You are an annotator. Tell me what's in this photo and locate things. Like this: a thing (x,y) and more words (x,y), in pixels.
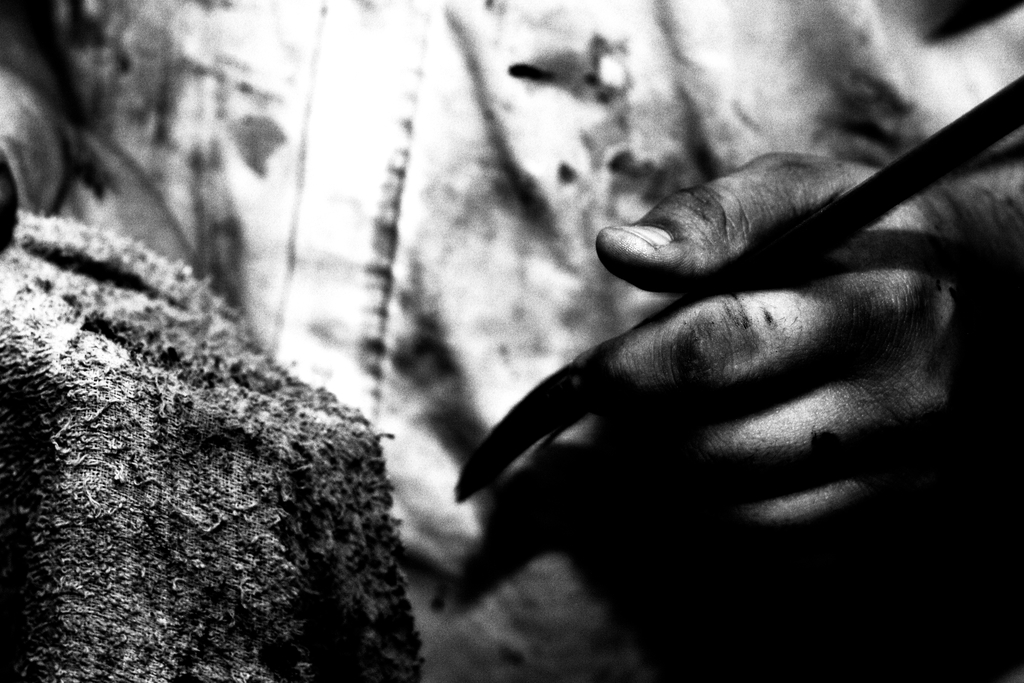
In this image there is a person's hand (619,338) holding something.
